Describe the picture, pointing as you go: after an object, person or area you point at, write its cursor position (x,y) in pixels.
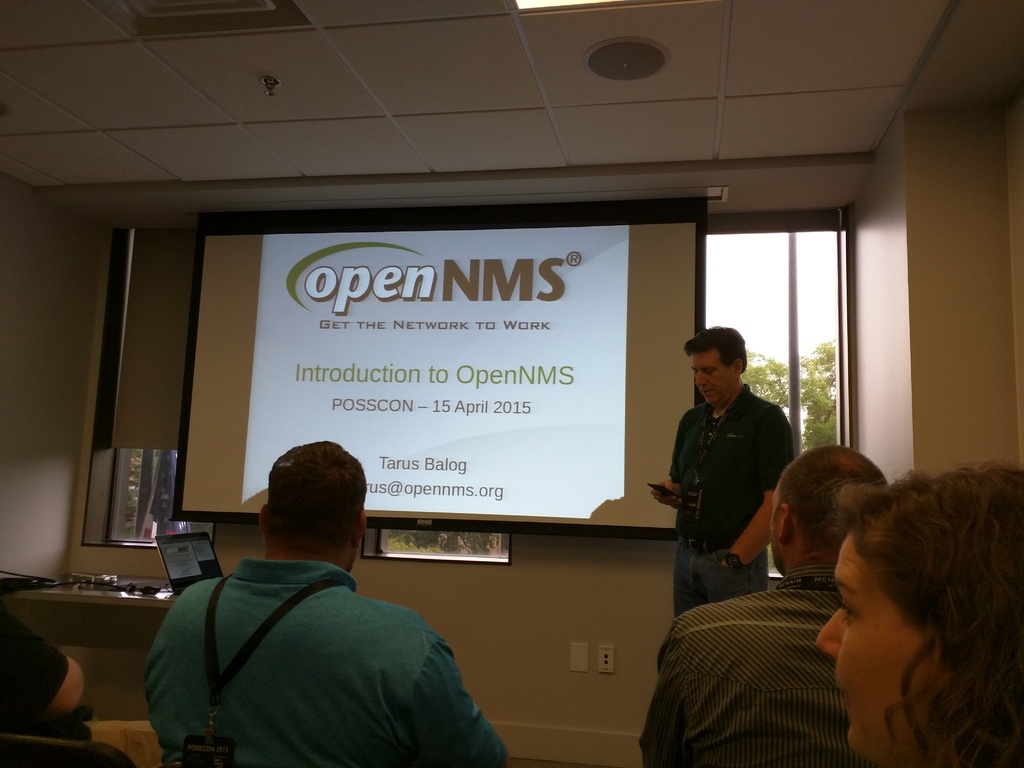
In this image there are some persons (680,669). In the background of the image (549,358) there is a screen (611,338), glass window (714,282), a person (765,456) and other objects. Through the glass window (766,396) we can see trees (828,416) and the sky (758,335). At the top of the image (529,118) there is the ceiling (628,95) with light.
